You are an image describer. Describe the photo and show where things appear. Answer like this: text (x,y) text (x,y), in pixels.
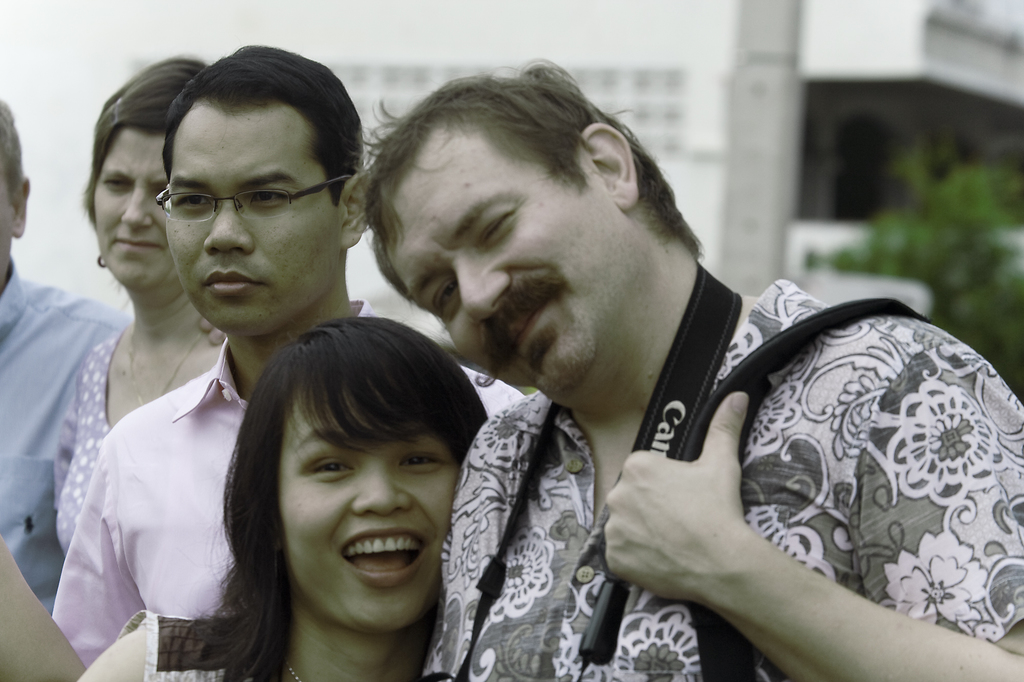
In this picture I can see few people (470,281) standing and a man (739,477) holding a bag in his hand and I can see building (712,20) in the back (936,234) and a tree (923,252).
